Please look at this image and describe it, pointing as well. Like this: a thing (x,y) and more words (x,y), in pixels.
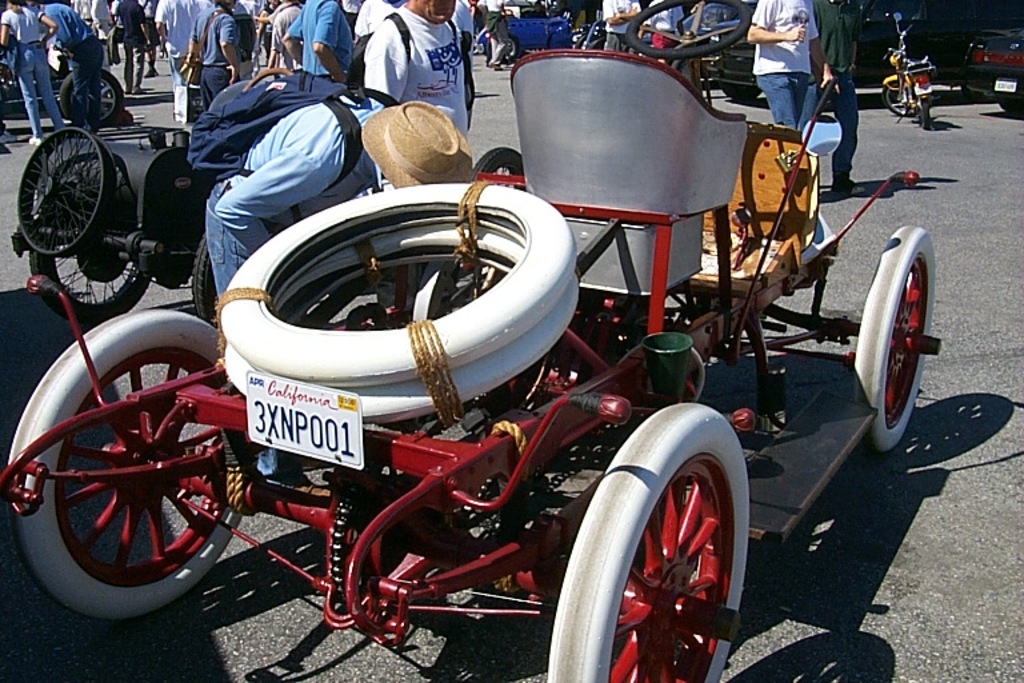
In this image I can see the group of people (781,27) and few people (426,71) are wearing bags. I can see few vehicles (643,496) on the road (882,495).
